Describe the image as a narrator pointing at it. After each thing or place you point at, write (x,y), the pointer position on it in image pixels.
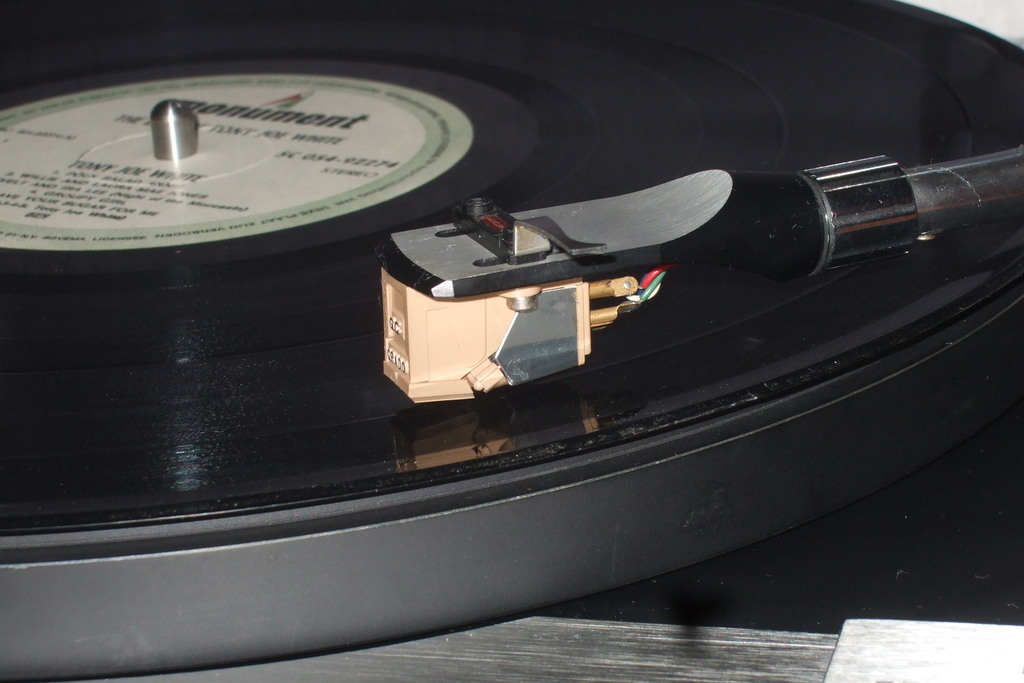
In this picture we can see device (944,38) on the platform (861,613).
